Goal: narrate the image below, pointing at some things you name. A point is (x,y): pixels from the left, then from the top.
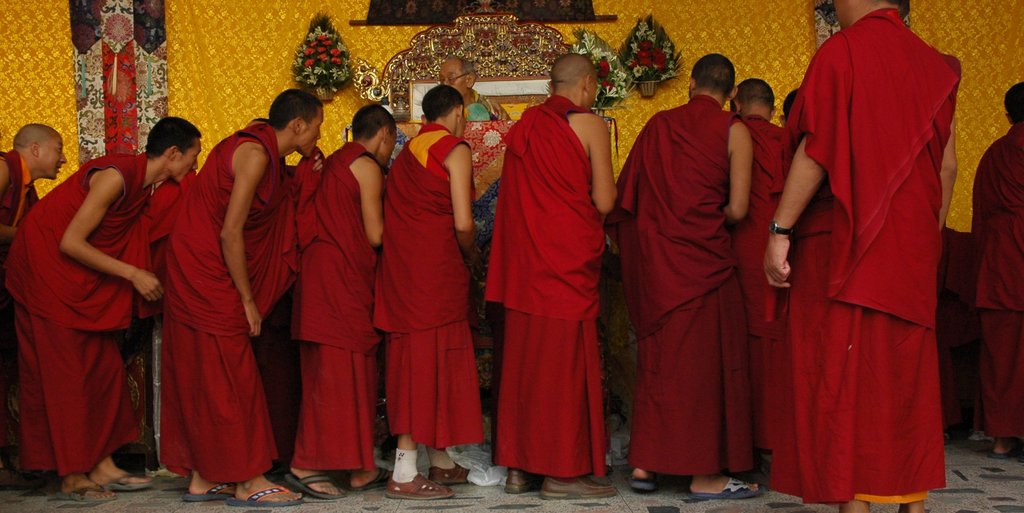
As we can see in the image there is a wall (339,99), flowers (317,66), table (465,126) and group of people (728,138) wearing red color dresses (436,270).
